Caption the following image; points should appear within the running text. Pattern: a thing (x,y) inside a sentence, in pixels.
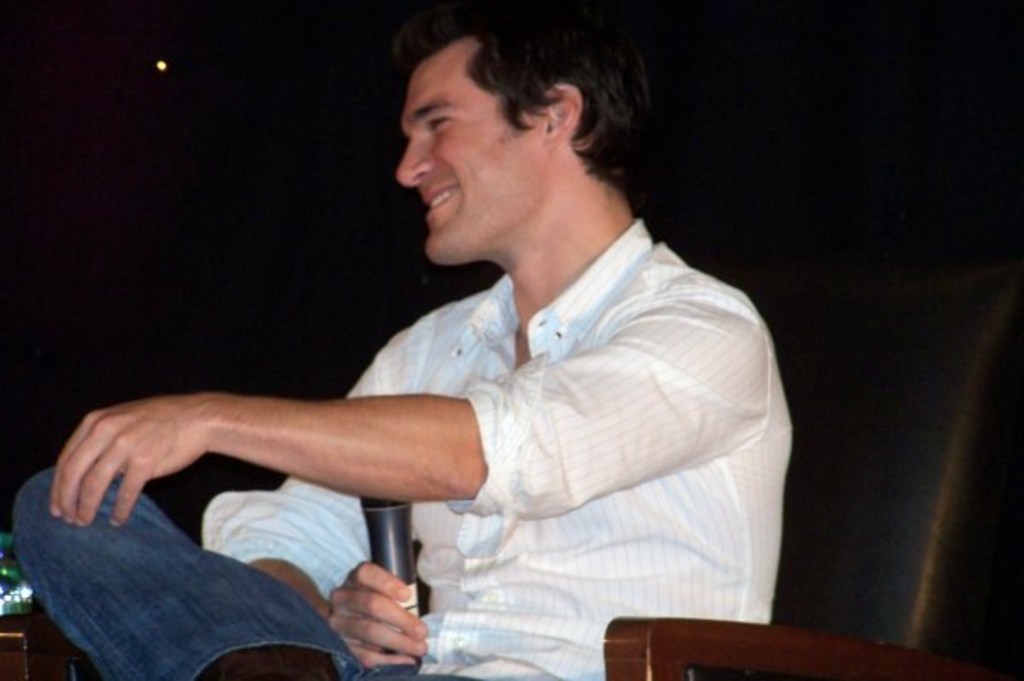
This is the picture of a person (538,507) in white shirt (722,608) is holding the mic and sitting.
